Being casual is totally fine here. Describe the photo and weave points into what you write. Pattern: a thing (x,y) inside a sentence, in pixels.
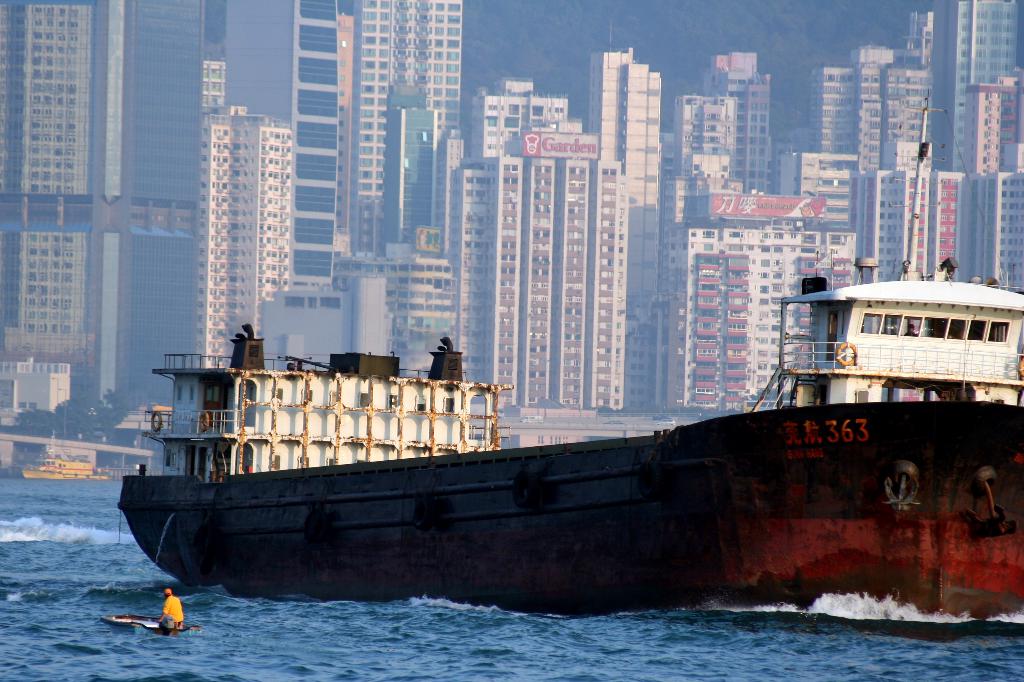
In the foreground of this image (565,481), there is a ship (565,481) and a man (177,609) on the boat (161,621) are on the water (285,653). In the background (205,220), there are many buildings (113,230) and a ship (51,463).
